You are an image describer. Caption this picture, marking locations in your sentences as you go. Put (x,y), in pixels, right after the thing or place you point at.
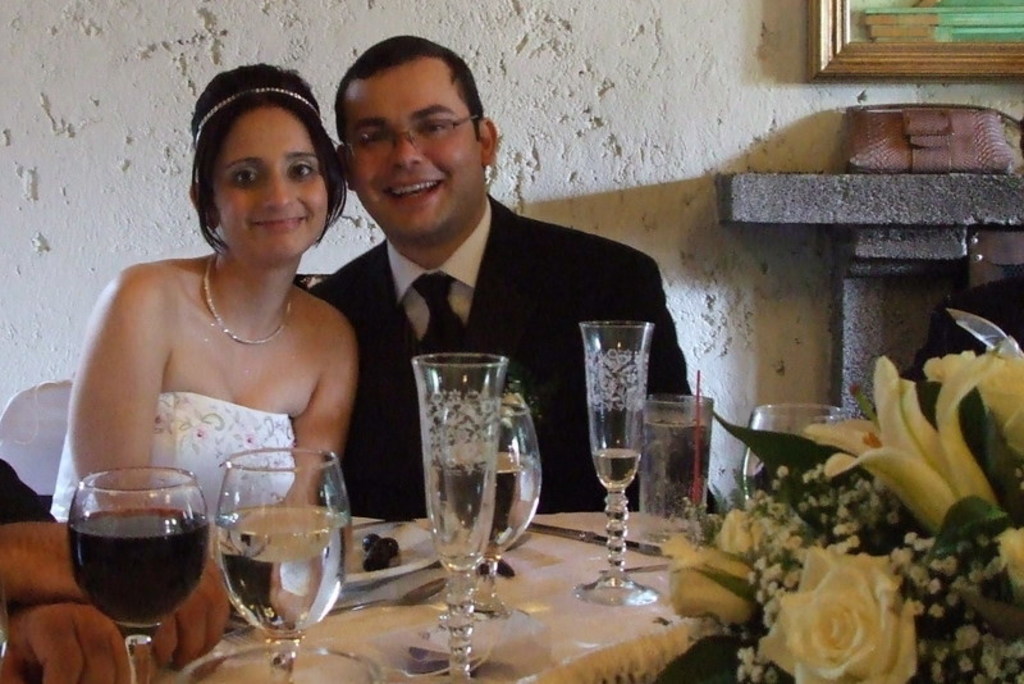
In this image I can see two people (315,305) sitting and smiling. I can see glasses (297,590), spoon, plates (384,570) on the table (589,624). In front (860,598) I can see few white flowers (851,610) and leaves (802,466). Back the frame (894,56) is attached to the white wall (707,43).
